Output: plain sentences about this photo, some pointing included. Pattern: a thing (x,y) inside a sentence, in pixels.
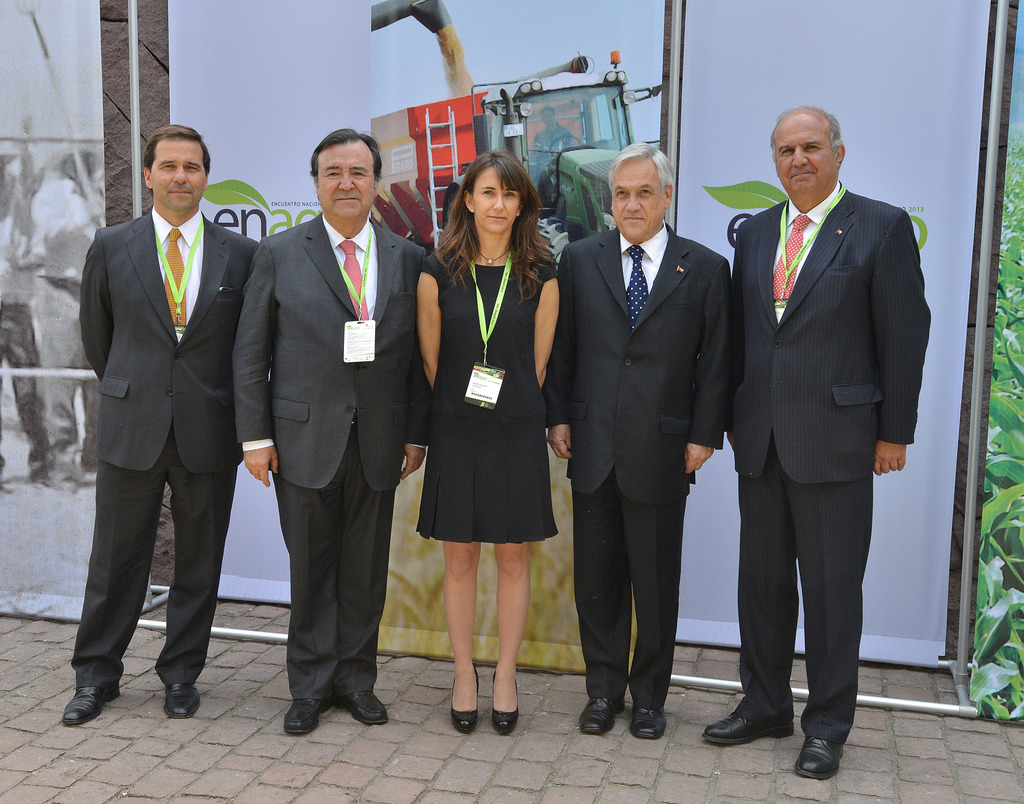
In this image, we can see a group of people (387,492) standing on the floor (817,787). In the background (380,208), we can see some hoardings (993,461).
